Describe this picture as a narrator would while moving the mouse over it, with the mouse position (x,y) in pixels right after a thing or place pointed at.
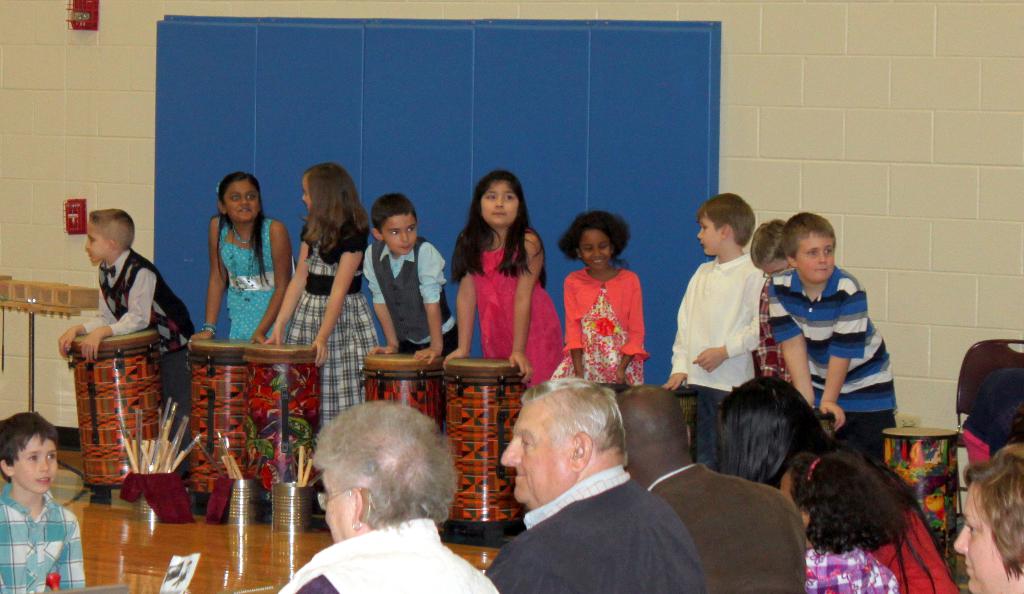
It is a closed room (722,238) where number of children (678,365) are standing in front of the big drums (479,396), behind them there is a wall (553,168) in blue colour and in white colour. In Front (408,475) them there are crowd (668,559), in front of the drums (276,483) there are drumsticks (304,481) placed in a steel pots (280,509).
